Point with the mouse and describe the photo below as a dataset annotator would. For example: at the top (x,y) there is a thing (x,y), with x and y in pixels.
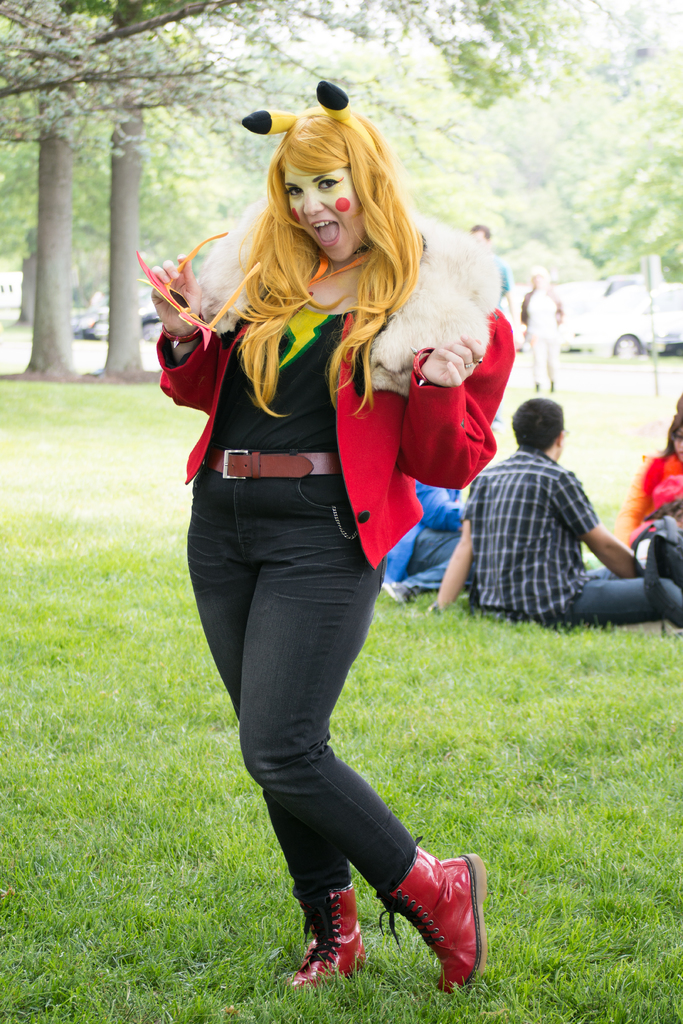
There is a woman (415,926) standing and holding glasses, behind her there are people (509,592) and we can see grass (571,646). In the background (510,43) we can see trees (610,237) and vehicles (597,339).
